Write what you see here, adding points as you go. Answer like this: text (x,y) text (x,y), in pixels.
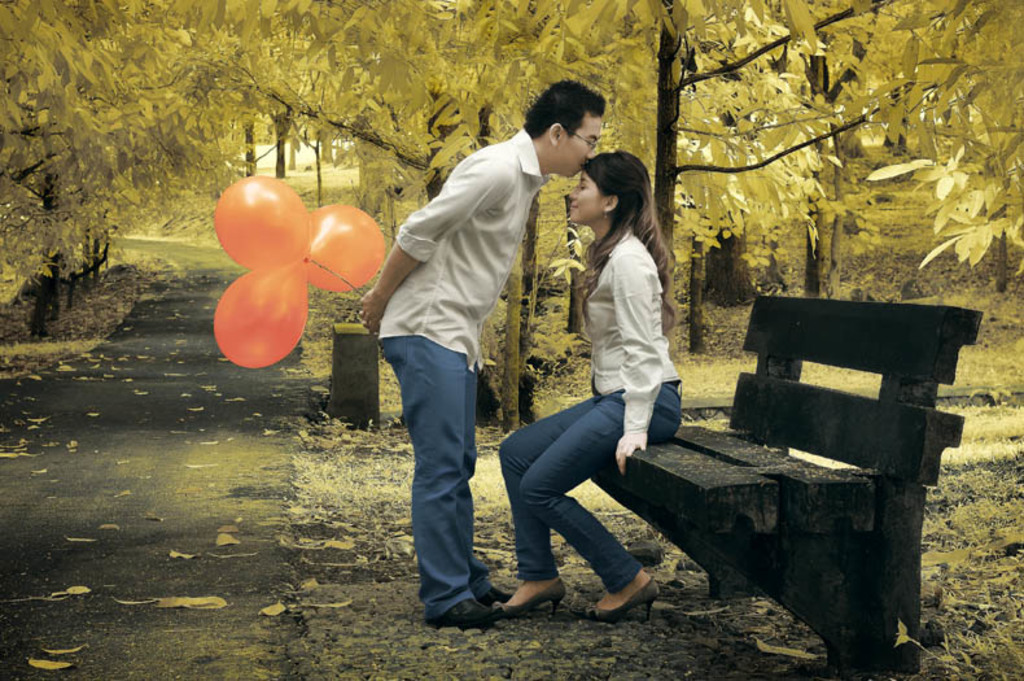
In this picture I can see there are two persons (657,422) one of them is a woman (605,319) sitting on the bench (778,443) and the other man (491,228) is standing and he is also holding the balloons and there are trees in the backdrop (544,15).
